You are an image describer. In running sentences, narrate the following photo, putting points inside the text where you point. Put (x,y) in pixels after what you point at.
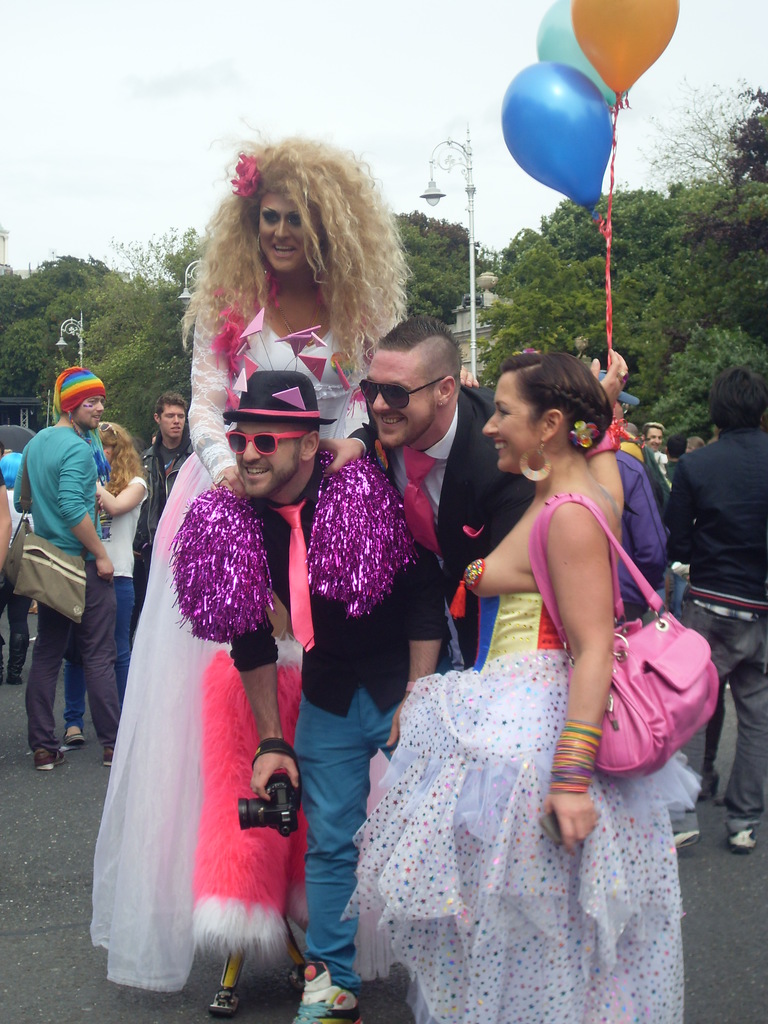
In this image I can see number of people (363,413) are standing and I can see few of them are wearing costumes (198,349). In the front (310,743) I can see one man (333,835) is holding a camera (287,745). In the background (678,340) I can see number of trees (572,283), three balloons (581,1), few poles (475,218), few lights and the sky (109,172).
